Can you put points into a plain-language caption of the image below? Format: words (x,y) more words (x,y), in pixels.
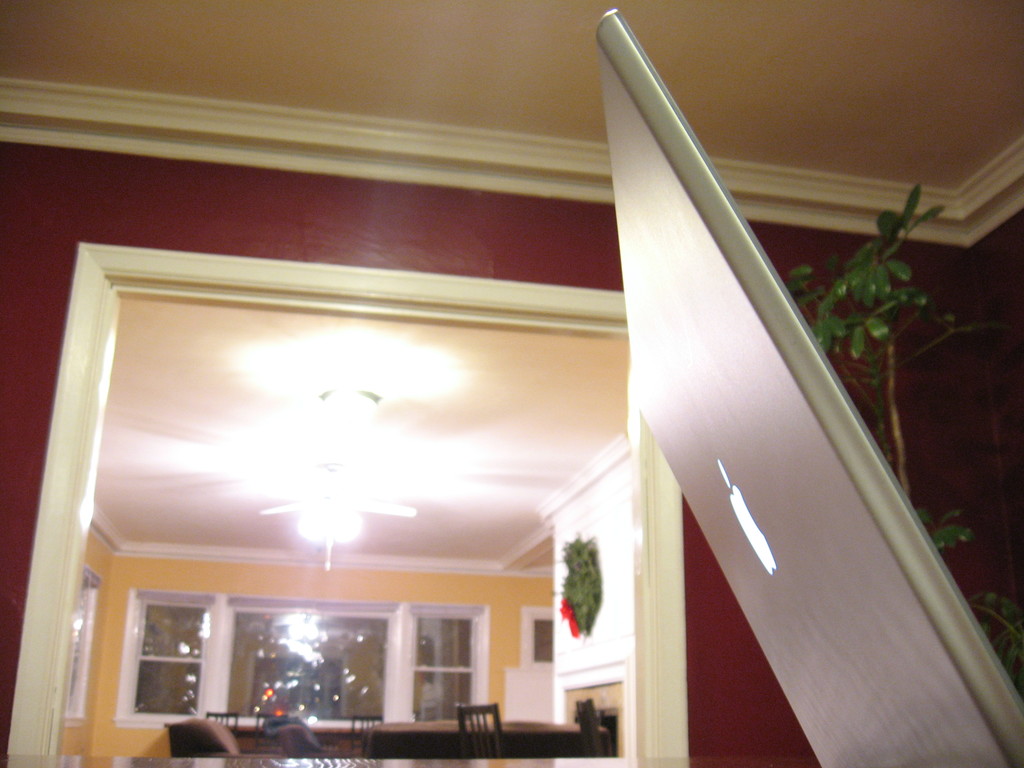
On the right side of the image (688,259) we can see laptop (710,252) and tree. In the background (334,517) we can see door (172,266), windows (449,707), light (313,515), table (337,737) and chairs (479,725).
